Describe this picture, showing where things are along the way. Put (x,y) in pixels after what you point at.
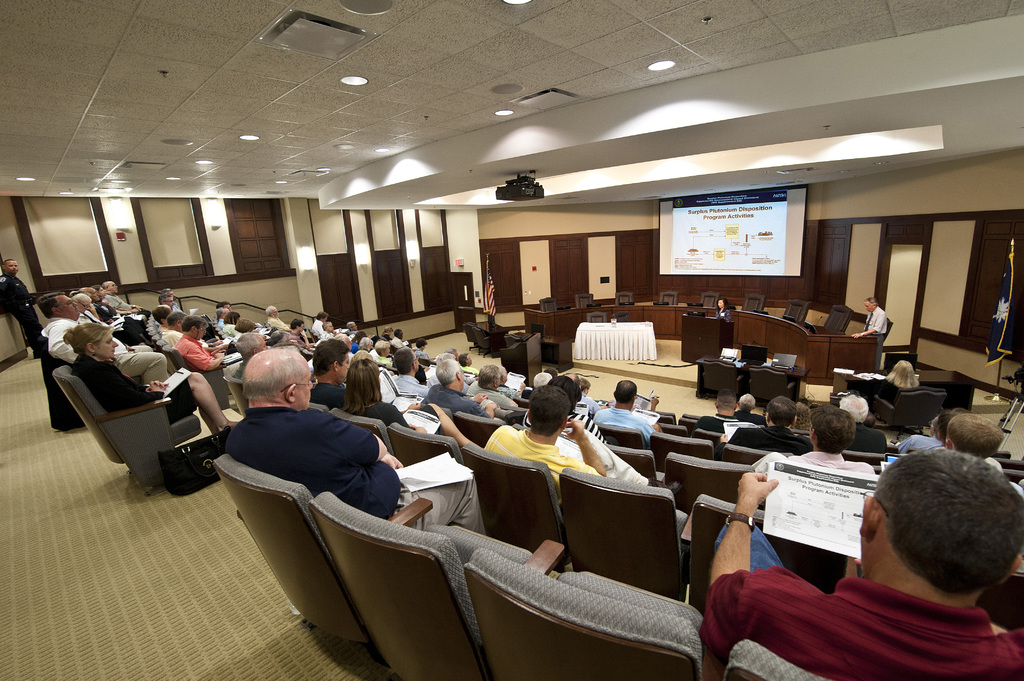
In this image I can see a group of people (548,413) are sitting in the chairs (533,497) and are holding papers (438,469) in their hand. In the background (366,288) I can see a table (593,334), chairs (593,317), screen (777,257), doors (837,256), wall (540,294), windows (170,235), lights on a rooftop (630,48) and a person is standing on the floor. This image is taken may be in a hall (94,106).
